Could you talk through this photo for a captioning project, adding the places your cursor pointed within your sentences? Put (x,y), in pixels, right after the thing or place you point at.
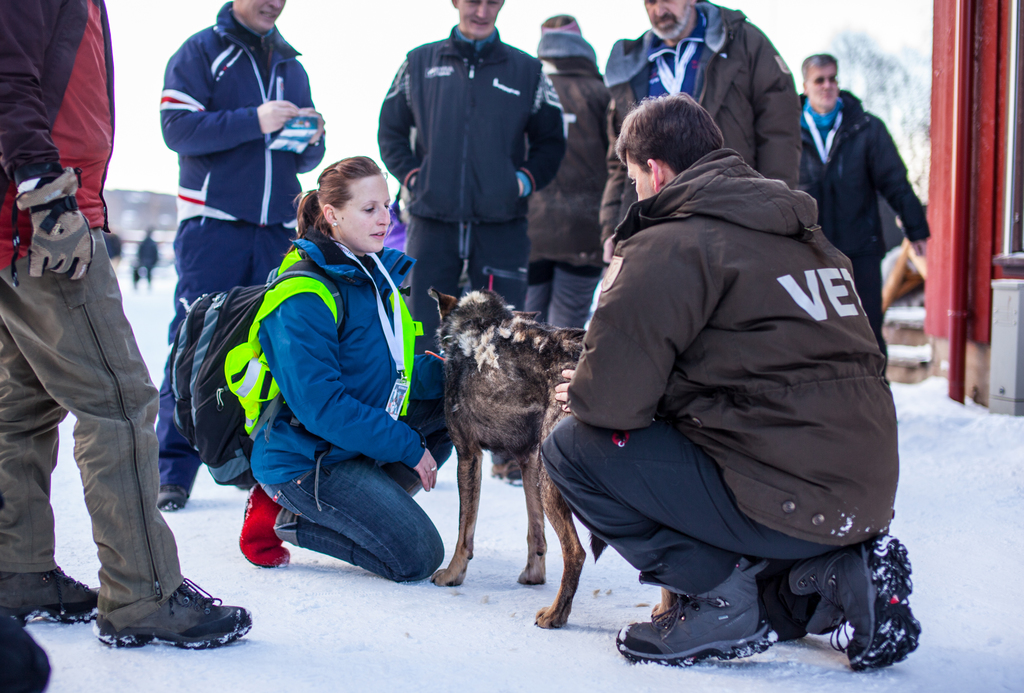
This picture describes about group of people (355,268) few (369,191) are seated on the ground (399,622) and few (548,253) are standing in front of them we can see a dog (491,425), they are all in the ice (297,575).
